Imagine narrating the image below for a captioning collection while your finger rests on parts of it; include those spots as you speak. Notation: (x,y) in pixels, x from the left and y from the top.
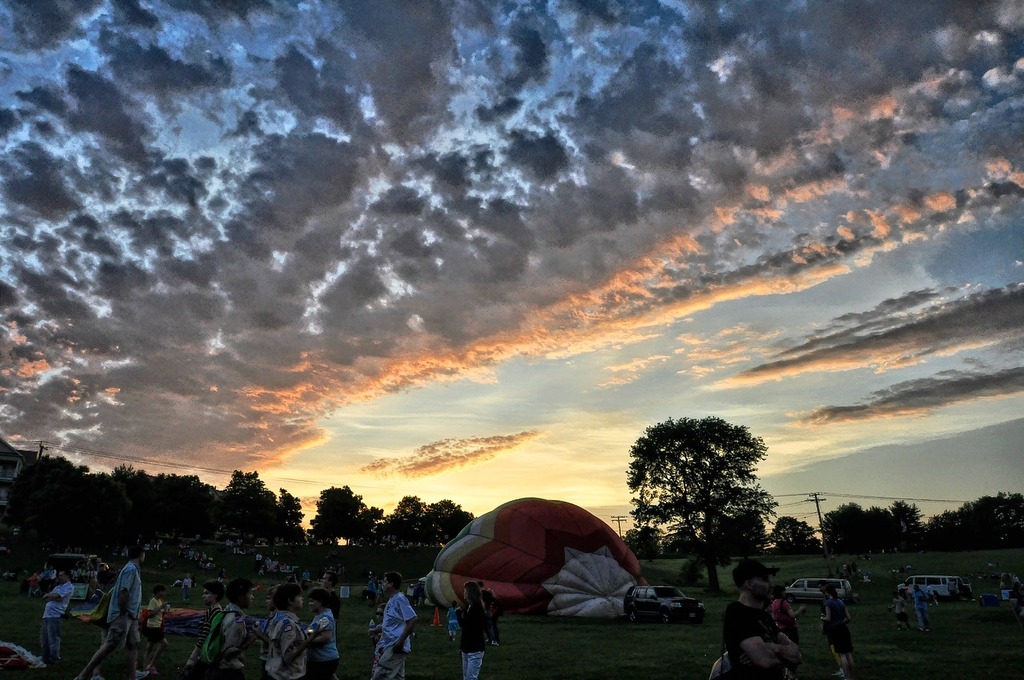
In this image in the front (147,603) there are persons (210,609) walking. In the center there are persons (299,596) walking and standing and there is a car (672,616) and there is a hot air balloon (528,554). In the background (138,532) there are trees (890,543), there are vehicles (940,578) and the sky (369,228) is cloudy.
